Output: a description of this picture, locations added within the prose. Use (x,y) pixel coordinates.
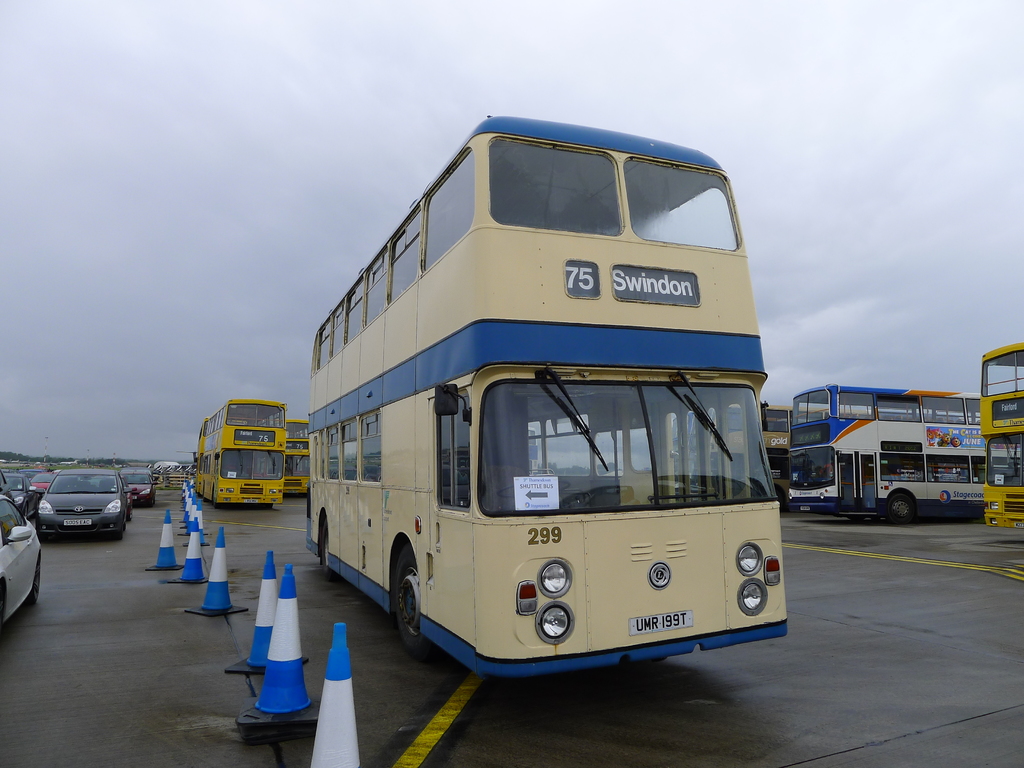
In this image we can see the vehicles (557,578) on the road (945,661). On few vehicles (587,357) we can see the text (683,281). Beside the vehicles (595,510) we can see the barriers (295,730). At the top (319,206) we can see the sky (349,190).
